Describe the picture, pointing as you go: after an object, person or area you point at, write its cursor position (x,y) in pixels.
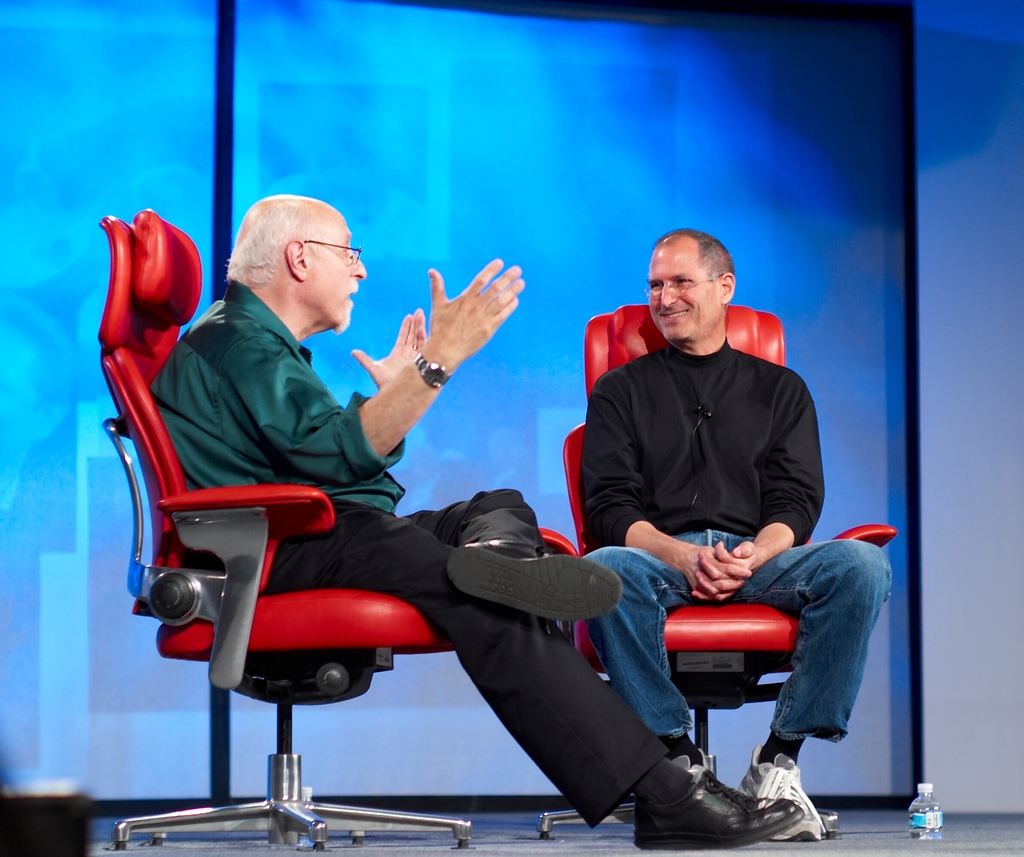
In this image I see 2 men (463,329), in which one of them is smiling and both of them are sitting on the chairs (125,831) and I can also see a bottle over here.
